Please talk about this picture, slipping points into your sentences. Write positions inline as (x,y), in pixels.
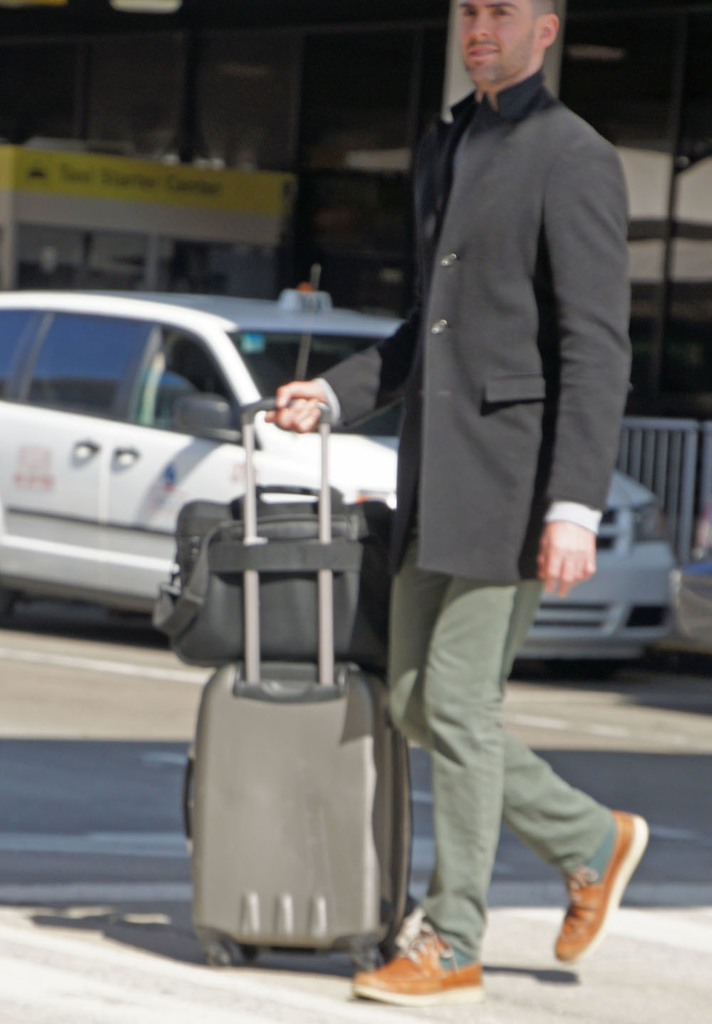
In the image we can see there is a person (432,323) who is walking and he is holding travelling bag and suitcase (305,770) and beside there is car (4,383) which is parked on the road (29,980).
